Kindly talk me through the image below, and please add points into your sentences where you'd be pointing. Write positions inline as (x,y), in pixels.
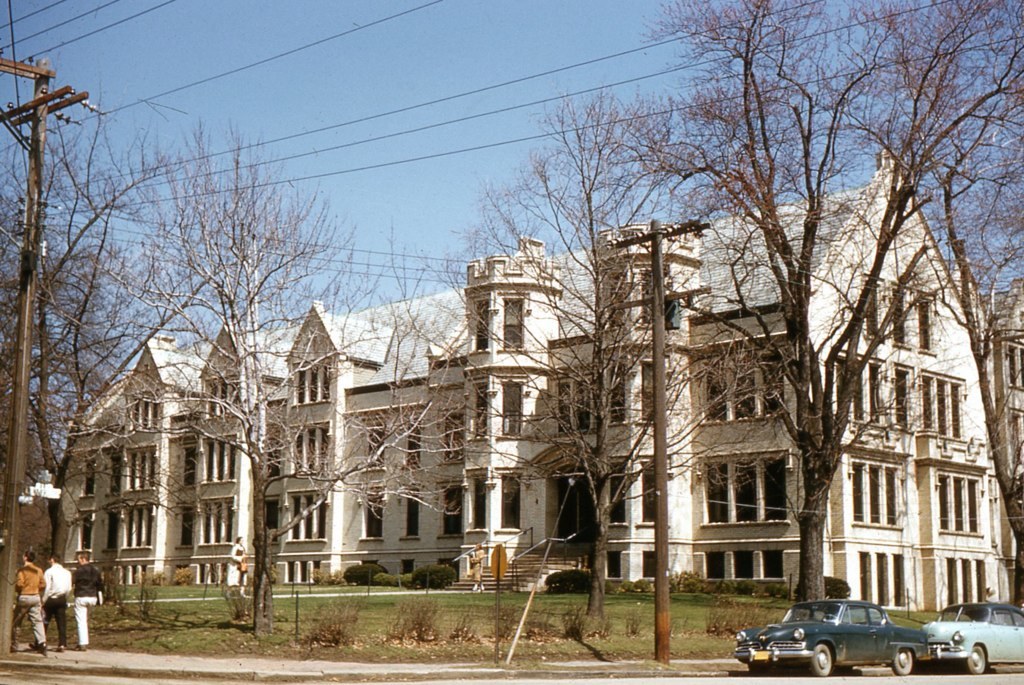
In this image we can see these cars (817,617) are parked on the side of the road (779,678), these people (62,626) are walking on the sidewalk (49,651), we can see current pole (7,642), wires (236,149), grass (636,612), plants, trees (235,407), stairs (488,586), buildings (755,275) and the blue sky (361,36) in the background (372,135).
